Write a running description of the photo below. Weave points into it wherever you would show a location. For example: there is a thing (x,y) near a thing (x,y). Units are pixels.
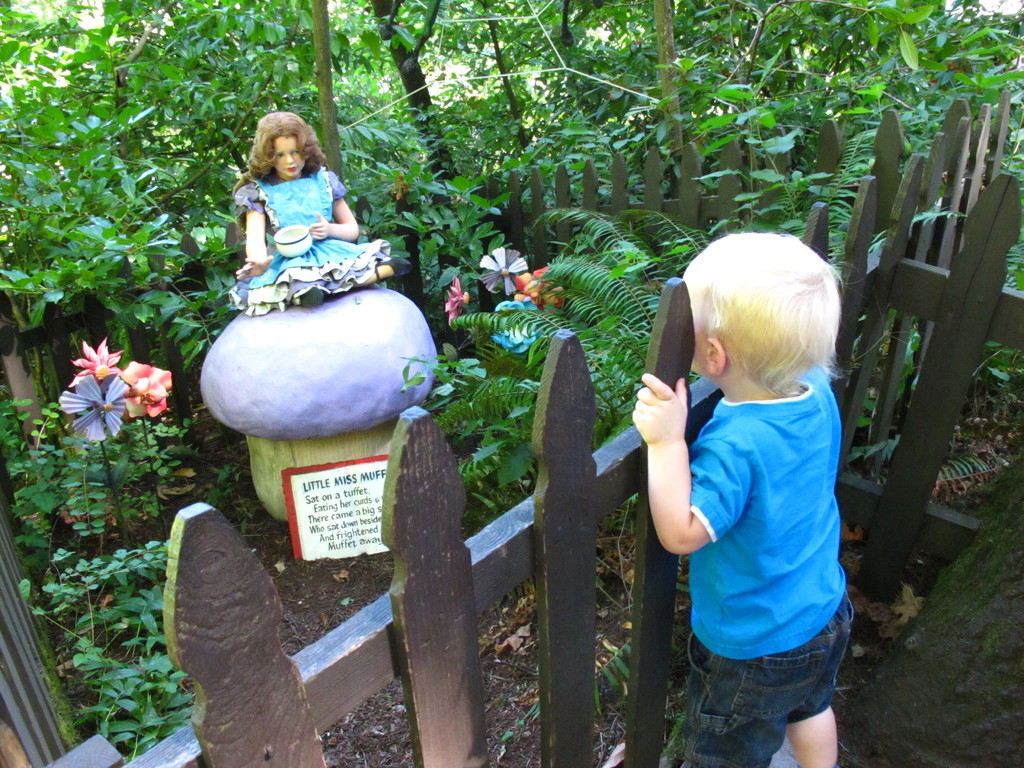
In this image I can see a boy (800,399) visible in front of the fence (866,346) and in the middle (477,484) I can see a garden (266,109), on the garden (215,262) I can see a statue (273,288) of a girl (387,241) and flowers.
